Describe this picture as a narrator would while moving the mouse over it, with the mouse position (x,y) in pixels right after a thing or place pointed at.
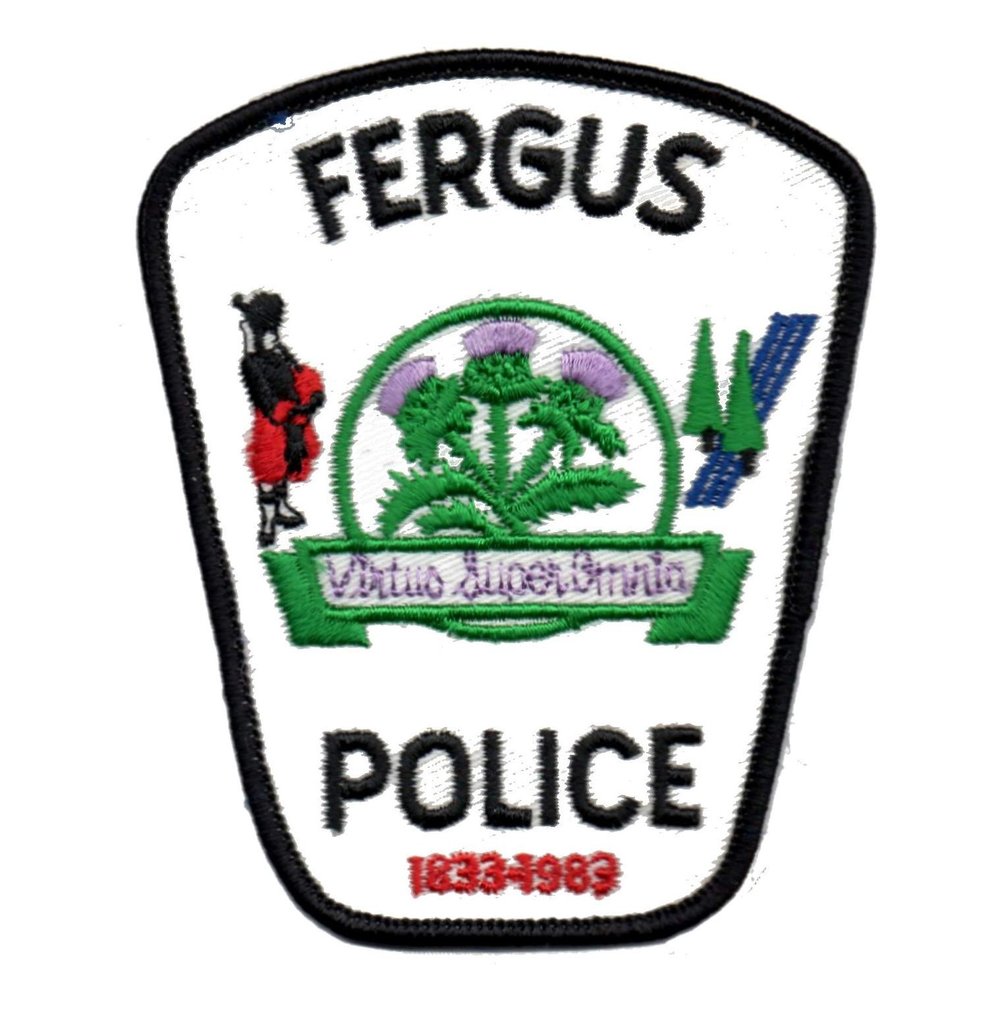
Here we can see a logo (513,441) with name (422,743), trees (746,448), person (263,302) and road (722,456) stitched on it.
